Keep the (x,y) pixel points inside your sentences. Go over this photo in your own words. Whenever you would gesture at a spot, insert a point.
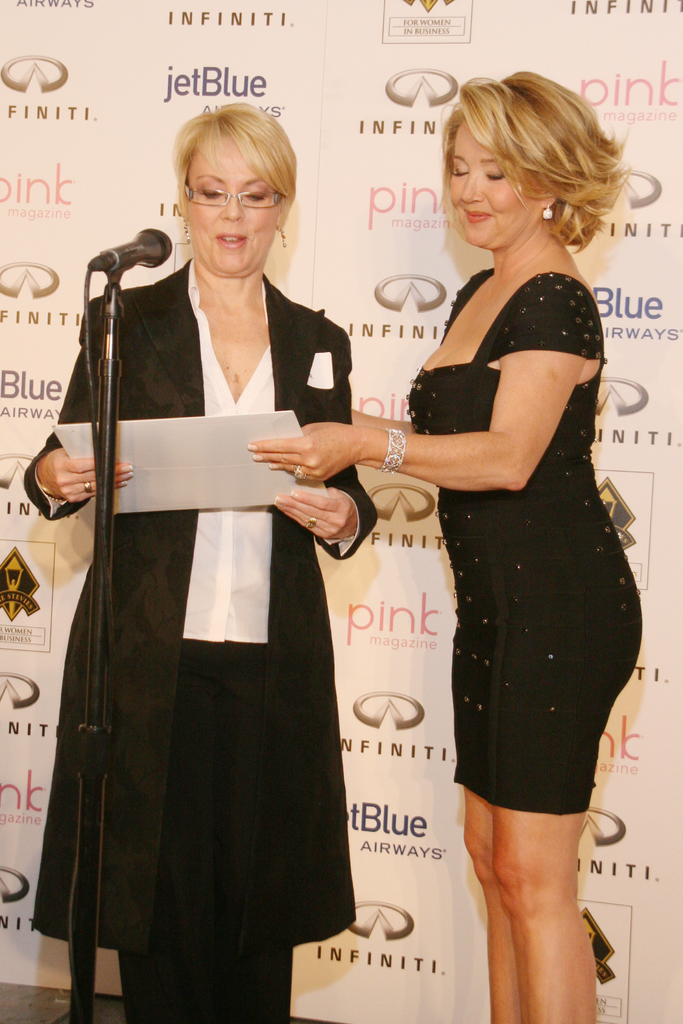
In this image, we can see two women (283,392) standing, on the left side (110,327), we can see a microphone (106,350). In the background (442,15), we can see some logos (187,82).
